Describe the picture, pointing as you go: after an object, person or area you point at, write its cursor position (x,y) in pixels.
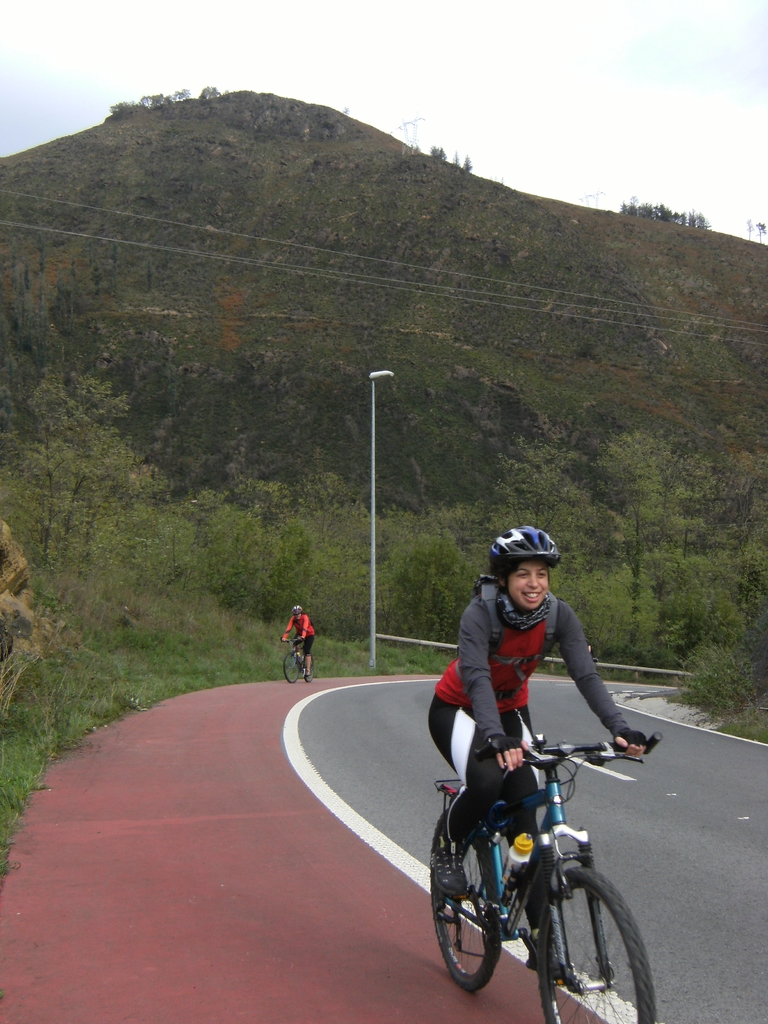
In this image we can see persons (446,860) cycling on the road (426,716). In the background (428,375) we can see pole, trees (144,494), hill (303,243) and sky (447,76).
